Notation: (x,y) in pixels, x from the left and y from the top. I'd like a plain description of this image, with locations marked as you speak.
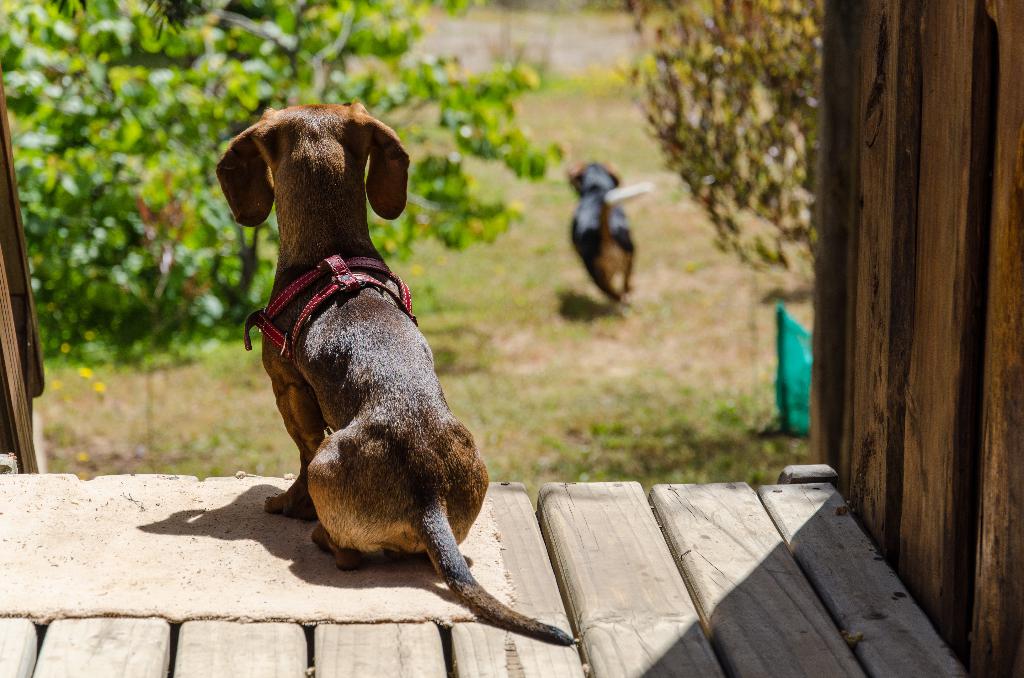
In this image I can see a brown colour dog (310,443) is sitting in the front (321,306). In the background (95,285) I can see few plants (464,222), grass (573,200) and a black colour dog (571,184). I can see this image is blurry in the background (501,272).
